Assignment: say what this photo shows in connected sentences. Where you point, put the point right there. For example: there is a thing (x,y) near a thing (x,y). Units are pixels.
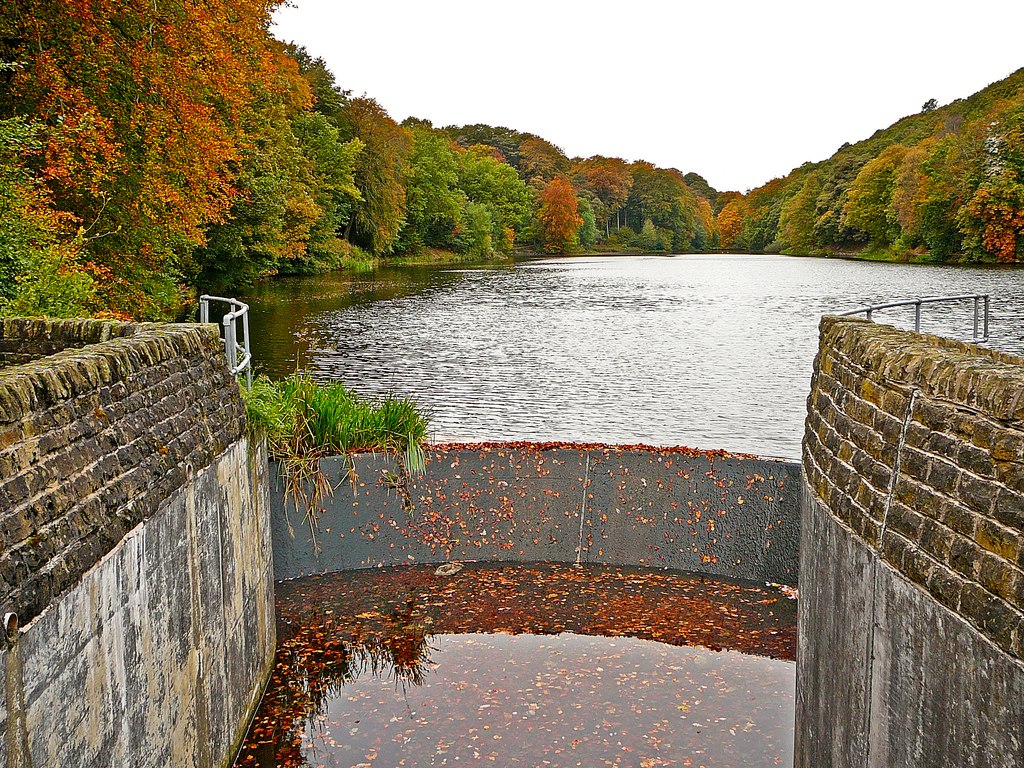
This image is taken outdoors. At the top of the image (406,52) there is the sky (615,56). In the background (313,256) there are many trees (773,205) and plants (773,202) with leaves (223,200), stems (85,229) and branches (255,110). In the middle of the image (483,315) there is a pond (386,284) with water (758,294). On the left (104,563) and right sides of the image there are two walls (228,469) and railings (203,302). At the bottom of the image (534,685) there is a pond (504,681) with water (473,664) and there are many dry leaves (477,687).
